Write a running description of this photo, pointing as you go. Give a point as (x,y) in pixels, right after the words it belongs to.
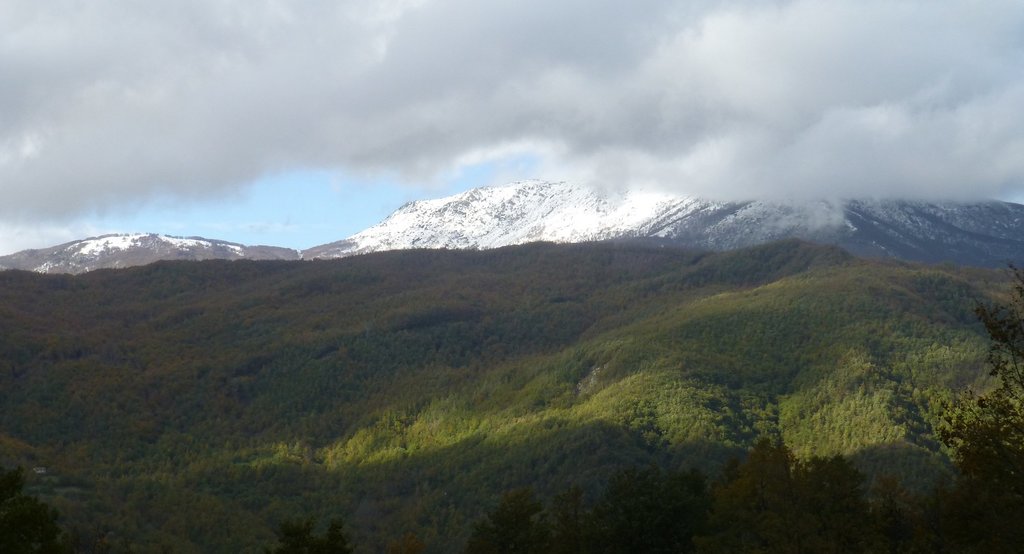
In this image I can see at the bottom (438,381) there are trees (130,277), in the background (968,225) there are hills (453,222) with the snow (584,222), at the top (574,151) it is the cloudy sky (506,118).
